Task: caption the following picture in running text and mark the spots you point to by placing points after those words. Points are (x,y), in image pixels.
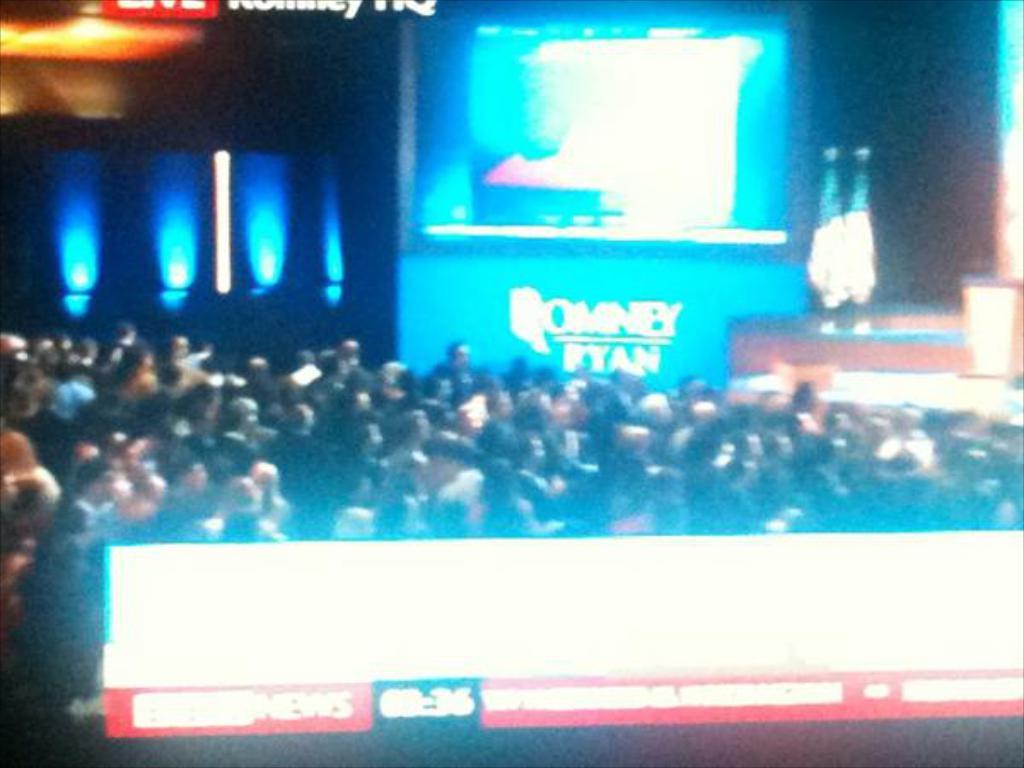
In this picture we can see a group of people (328,455), here we can see screens (722,64), lights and some objects (783,390).
